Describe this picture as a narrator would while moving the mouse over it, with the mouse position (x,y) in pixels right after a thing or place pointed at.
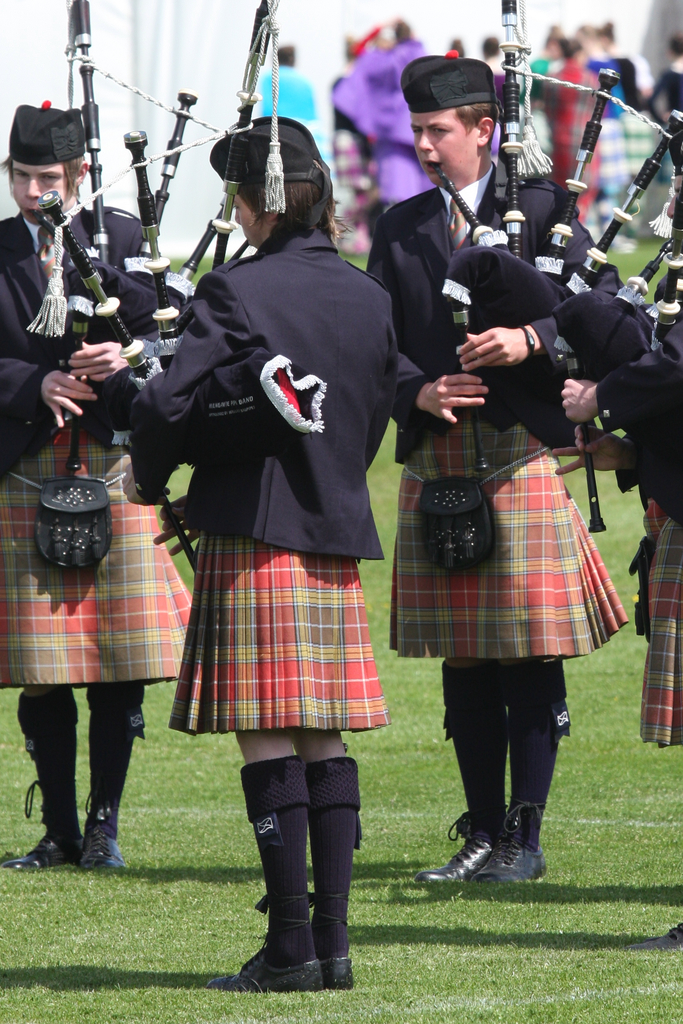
In this image I can see few people (403,366) wearing same costumes (497,398) and holding something. Background (295,32) is blurred.
